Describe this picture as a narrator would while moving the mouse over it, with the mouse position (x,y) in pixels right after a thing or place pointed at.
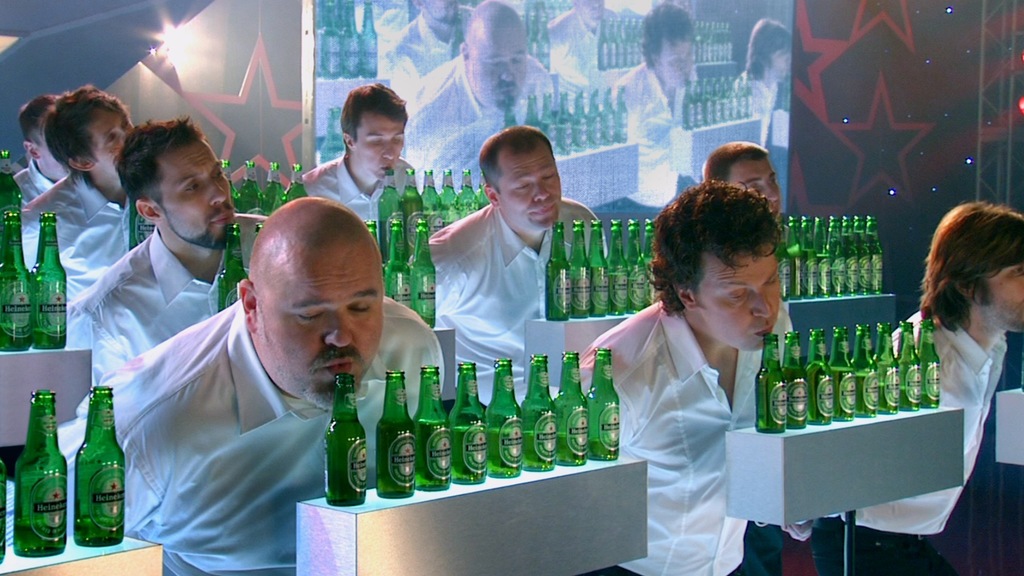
This picture is of inside. On the right corner (1000,377) there is a man (980,368) wearing white color shirt (980,414) and standing. In the center (490,268) there is a table (537,505) on the top of which many number of bottles (410,420) are placed and we can see the group of people (167,342) wearing white color shirt (499,291) and standing. In the background (600,208) we can see a wall (861,82) and a digital screen (633,61) and also the light (181,49).
